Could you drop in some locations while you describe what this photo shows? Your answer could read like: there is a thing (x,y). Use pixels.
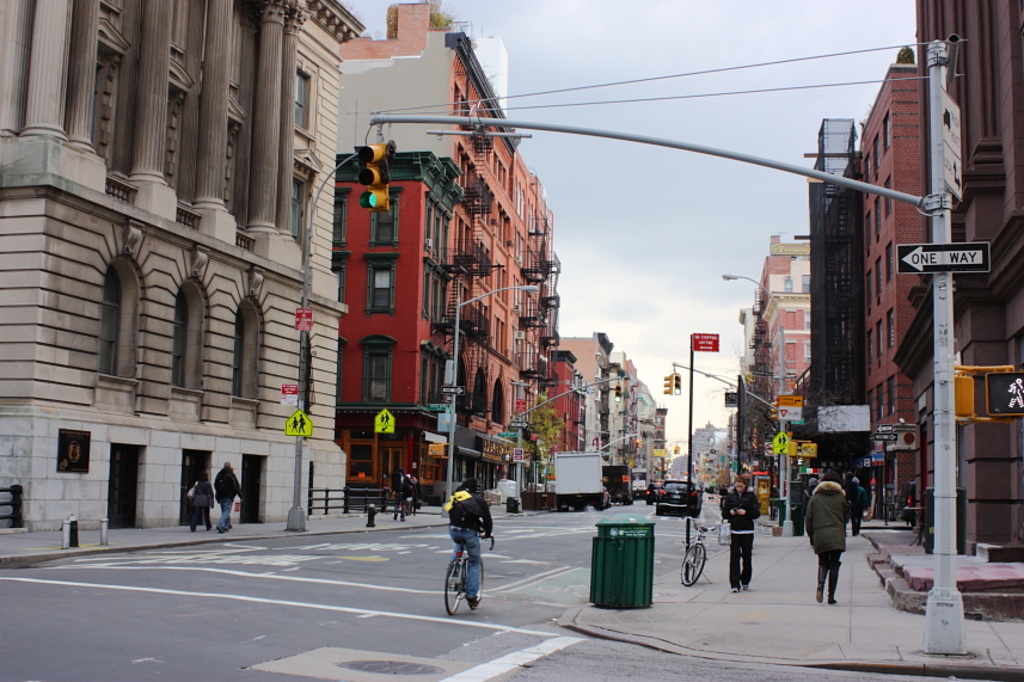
In this image I can see a road (531,581) in the centre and on it I can see number of vehicles (675,509). I can also see few people (467,485) in the front (460,549) where one person (480,527) is sitting on the bicycle (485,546) in the centre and rest all are standing. On the both side of the road (396,530) I can see number of poles (689,432), street lights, signal lights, sign boards (699,342) and number of buildings (17,392). I can also see a green colour thing (634,522) in the front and in the background (607,286) I can see the sky (759,46).
